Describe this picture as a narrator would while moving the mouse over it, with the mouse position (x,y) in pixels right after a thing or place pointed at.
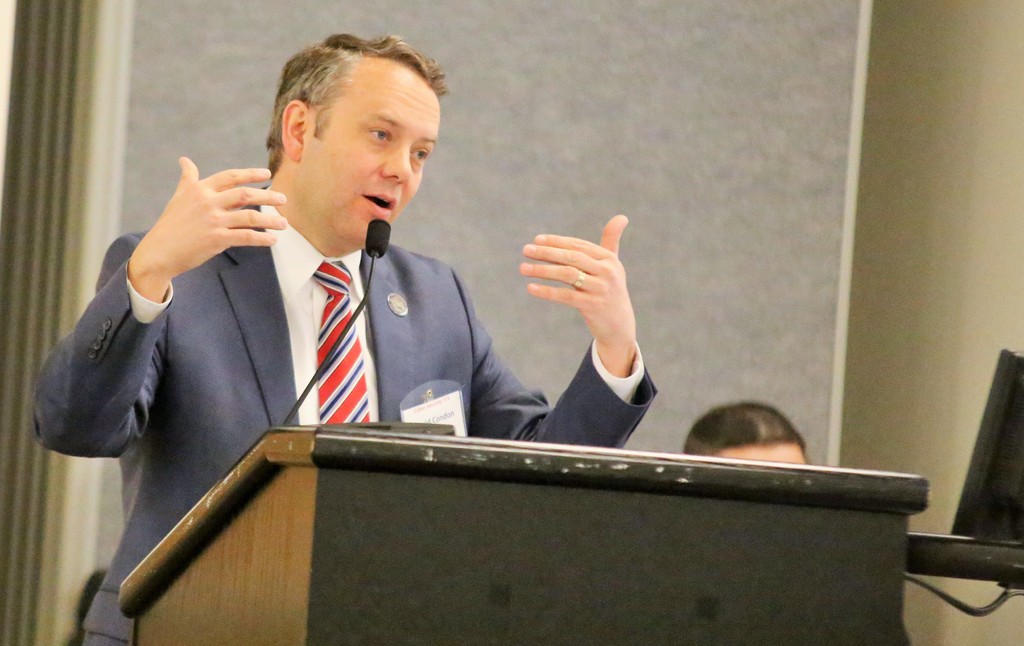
In this image there are people (285,220), podium (322,469), mic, wall (566,99) and objects (978,504). In-front of that man (293,328) there is a podium (288,440) along with mic (374,240).
